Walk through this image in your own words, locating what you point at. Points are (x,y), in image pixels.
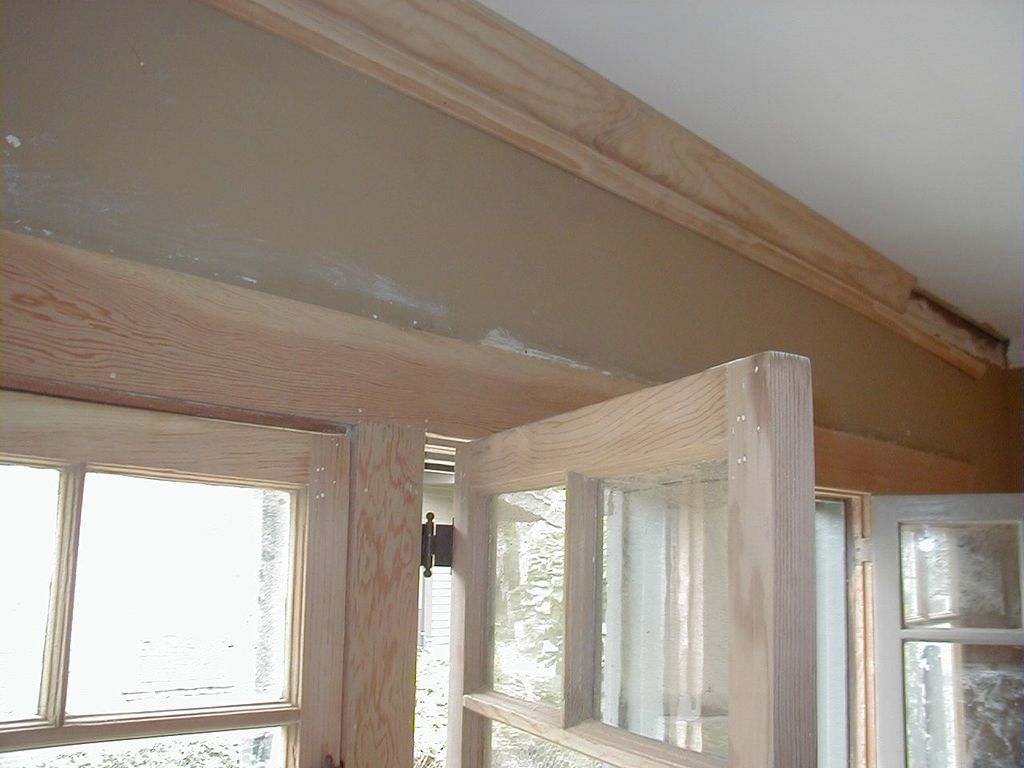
In this picture there is a door (749,450) and a window (262,583) at the bottom side of the image (420,588) and there is a roof (811,69) at the top side of the image (855,56).
